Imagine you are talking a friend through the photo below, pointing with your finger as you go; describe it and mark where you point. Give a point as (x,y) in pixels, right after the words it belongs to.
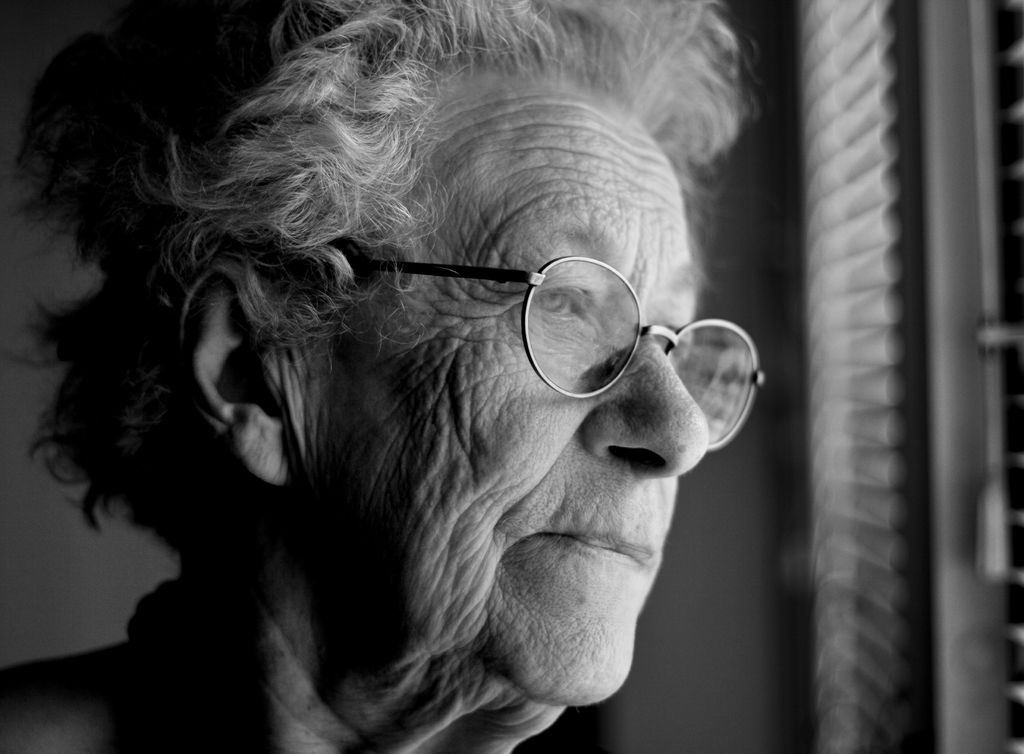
In this image there is an old person (512,394) wearing goggles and standing at the window (916,329).
